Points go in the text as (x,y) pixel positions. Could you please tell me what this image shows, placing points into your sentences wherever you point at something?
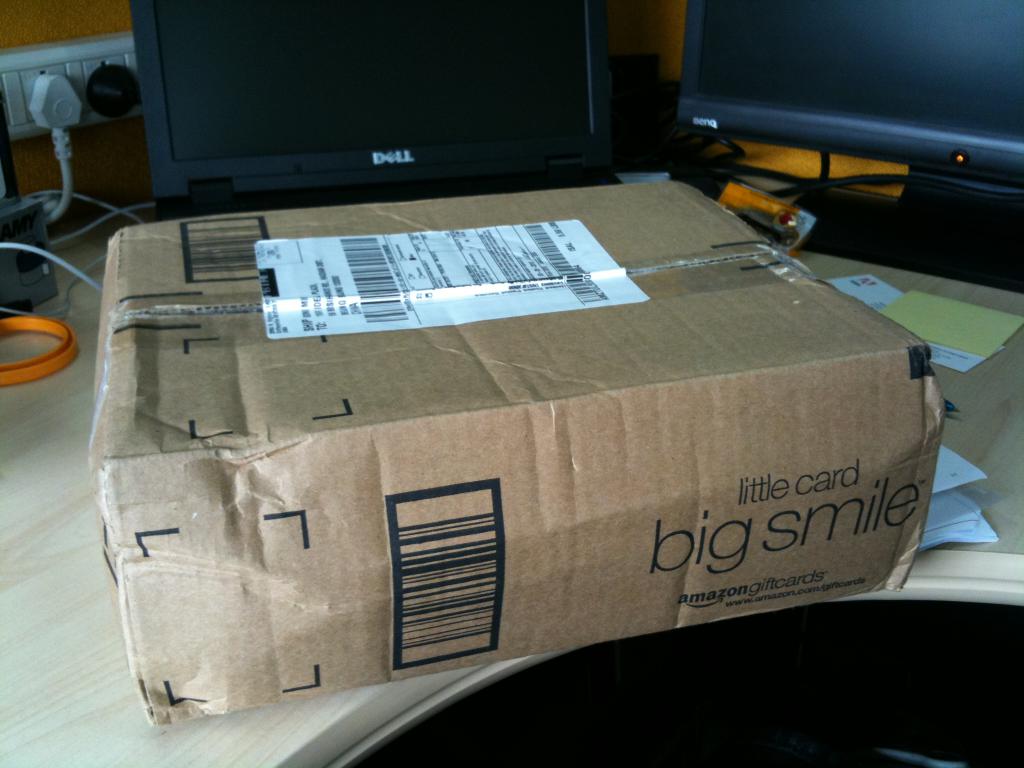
In the background (122,63) we can see the switch board socket (3,58) on the yellow wall (80,14). In this picture we can see the monitors (529,69), box (400,507), papers (981,316) and an orange color object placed on a wooden table (88,357).
